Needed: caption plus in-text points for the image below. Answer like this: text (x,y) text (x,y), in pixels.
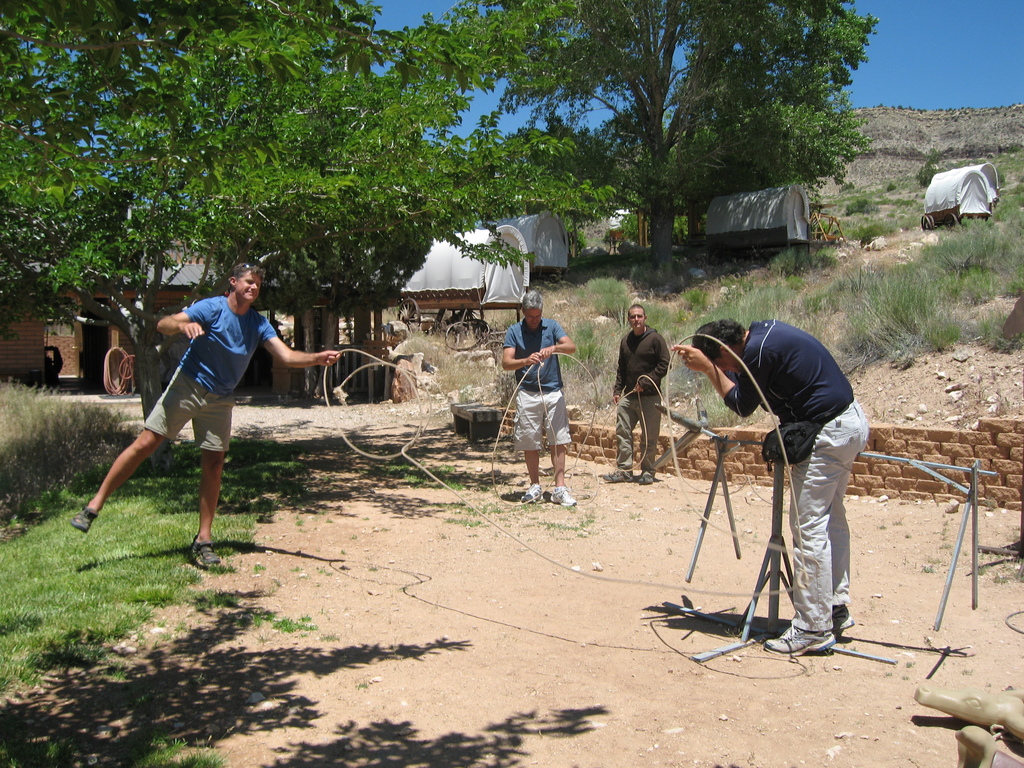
In this image we can see these persons (186,402) are holding the ropes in their hands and standing on the ground (466,553). Here we can see the grass (23,565), brick wall (935,485), stand (974,485), house (280,373), tents (980,189), shrubs (946,251), trees (109,206) and blue sky (875,70) in the background (875,70).
